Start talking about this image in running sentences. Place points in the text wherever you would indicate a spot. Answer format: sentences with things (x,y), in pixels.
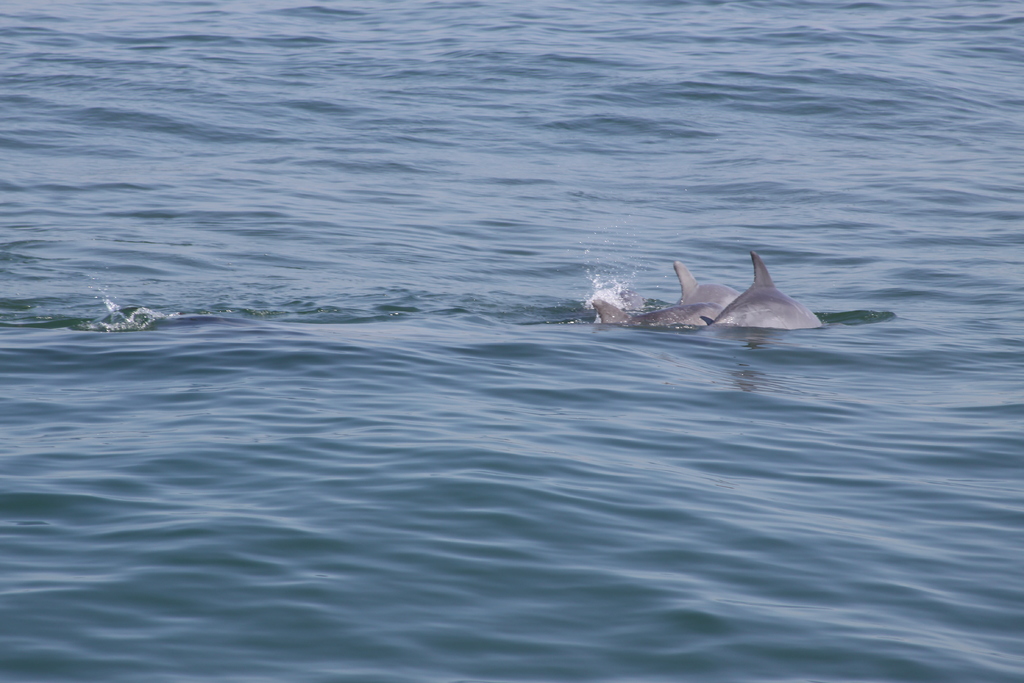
In this picture we can see water (462,468) at the bottom (453,503), there are three dolphins (744,305) in the water (859,327).
